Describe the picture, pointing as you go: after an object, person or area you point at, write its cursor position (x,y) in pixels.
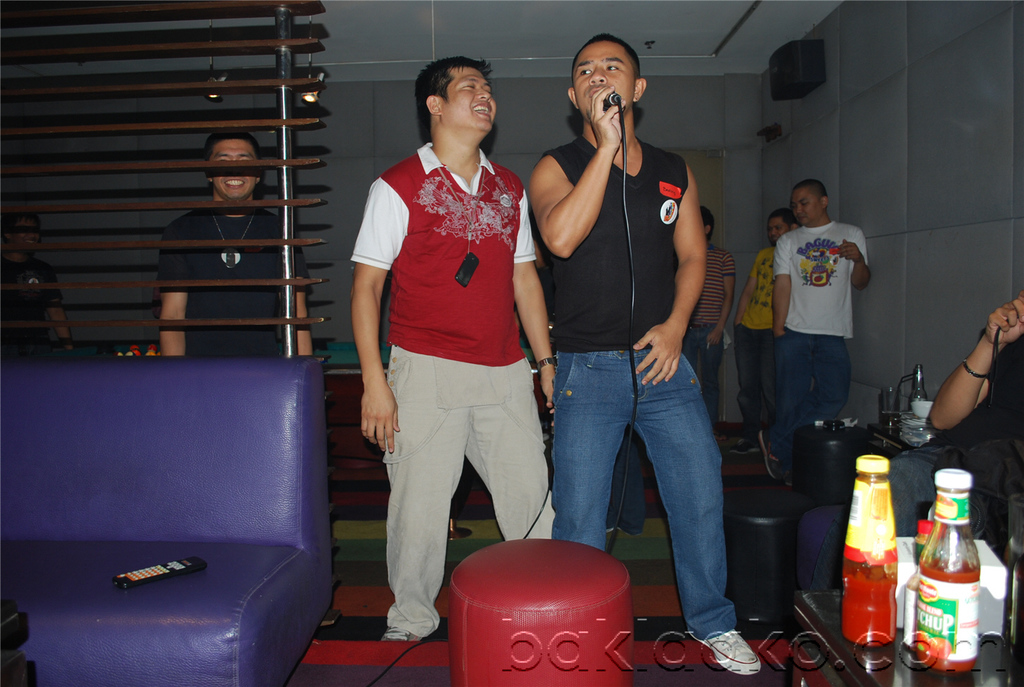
In this image I can see people (577,483) where one is sitting and rest all are standing. I can see smile on few faces (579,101) and here I can see one of them is holding a mic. I can also see a purple colour sofa (177,505) and on it I can see a remote (177,563). I can also see few bottles (923,535) and a box (983,628) over here.
